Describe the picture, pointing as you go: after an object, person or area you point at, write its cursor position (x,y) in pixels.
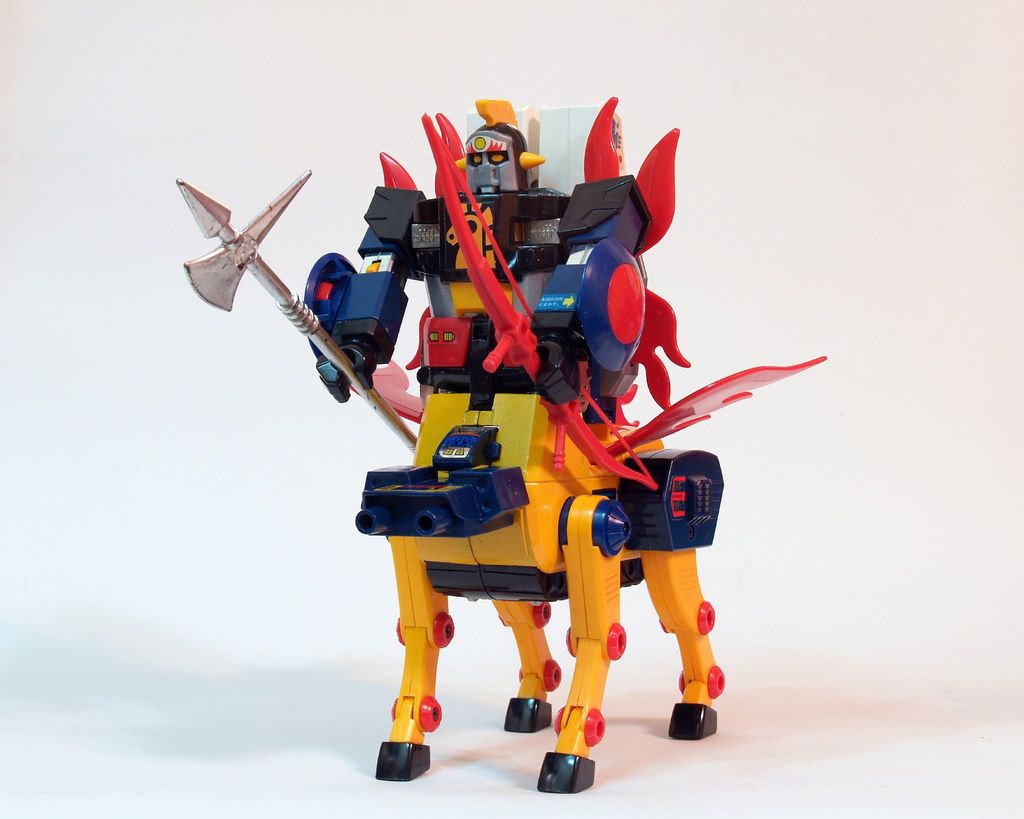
In the center of the image (615,401) we can see a robot toy (539,425).
